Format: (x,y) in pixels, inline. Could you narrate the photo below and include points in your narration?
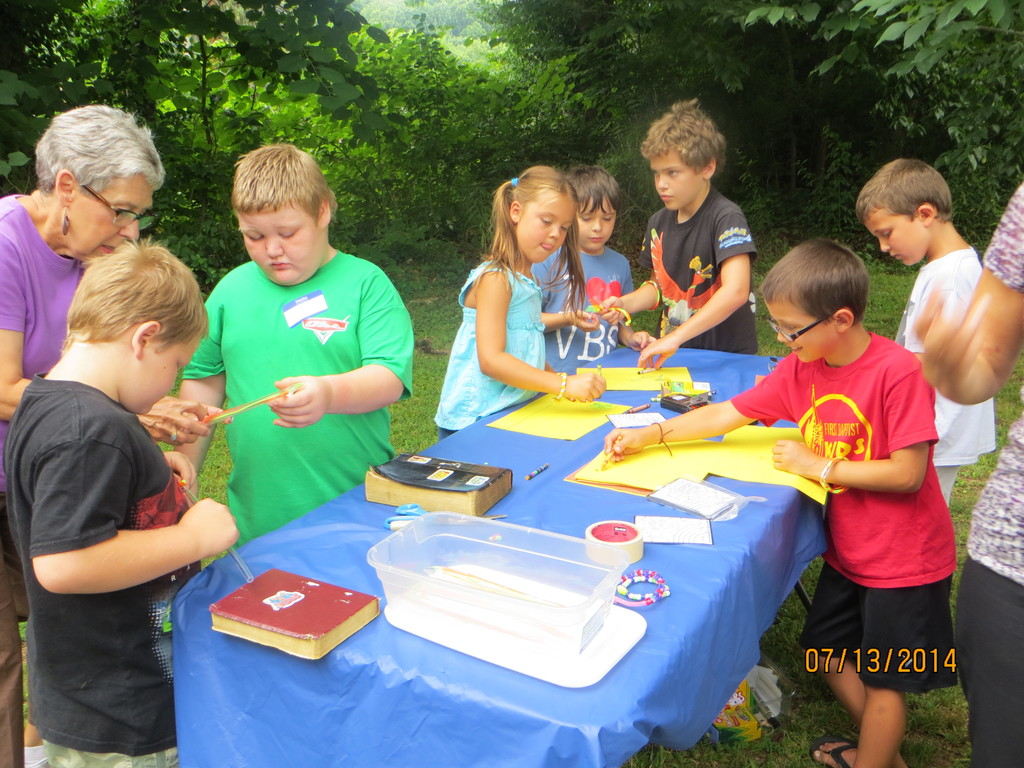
In this image there is a table (511,457) and we can see books (369,606), papers (630,368), bowl (496,628), tape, pen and some objects (680,382) placed on the table (401,704). There are people (384,382). At the bottom (807,728) there is grass (767,745). In the background (526,40) there are trees (765,9).
